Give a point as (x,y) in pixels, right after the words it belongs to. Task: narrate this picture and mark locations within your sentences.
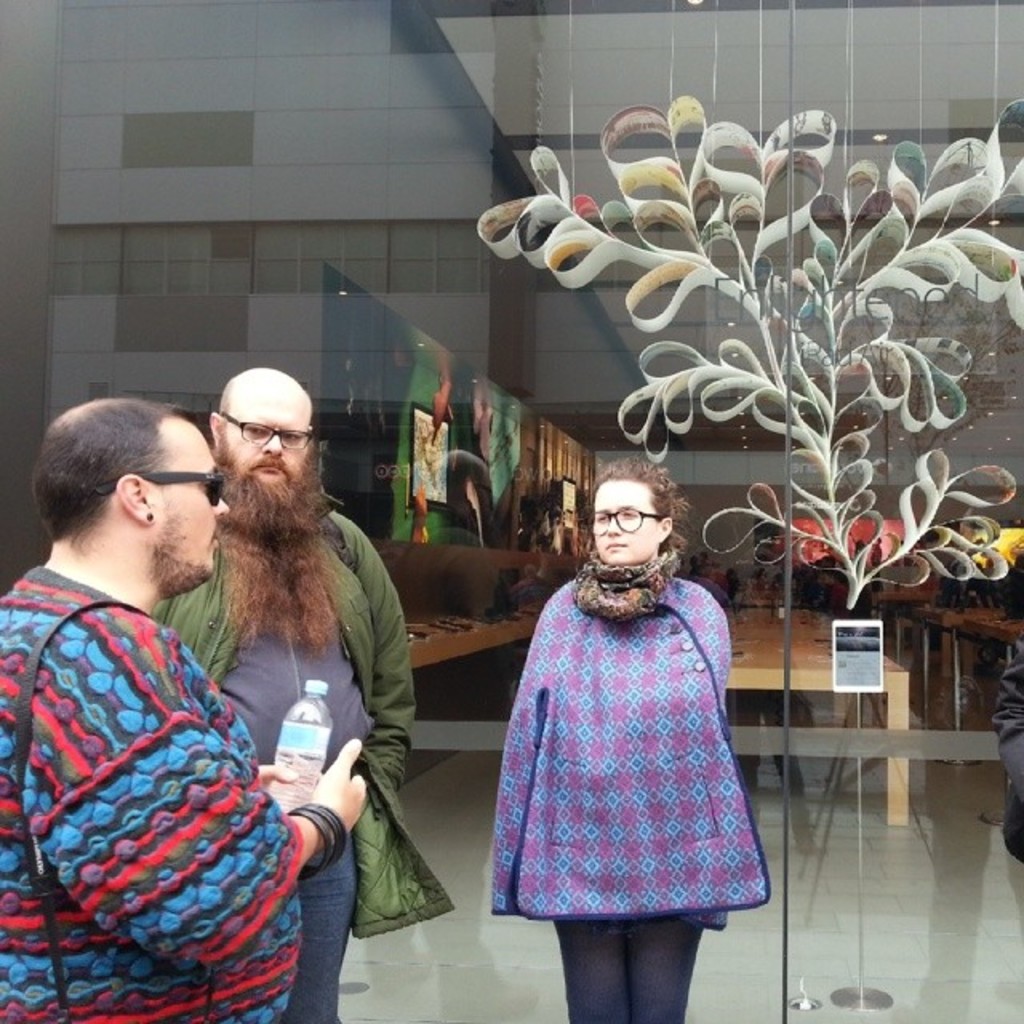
In this image we can see people (137,679) standing on the floor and one of them is holding disposal bottle (299,795) in the hands (324,777). In the background (456,435) there are display screens (868,525) and paintings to the walls (554,450), persons (716,582) standing on the floor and electric lights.
